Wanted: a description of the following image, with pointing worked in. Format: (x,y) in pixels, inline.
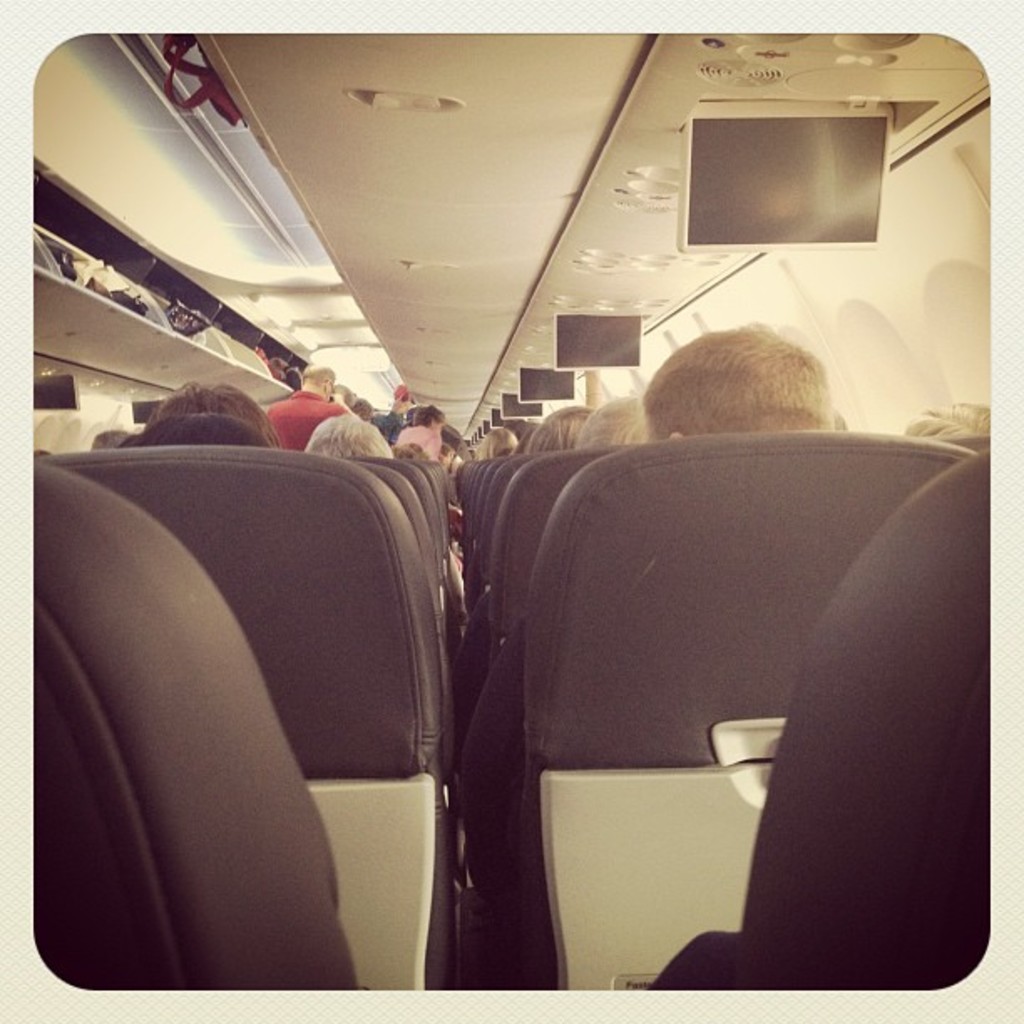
This is an edited picture. This is the picture of airplane (491,232). In this image there are group of people (605,413) sitting and there are group of people (417,439) standing. There are bags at the top (569,325) there are lights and screens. On the right side of the image (863,329) there are windows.
